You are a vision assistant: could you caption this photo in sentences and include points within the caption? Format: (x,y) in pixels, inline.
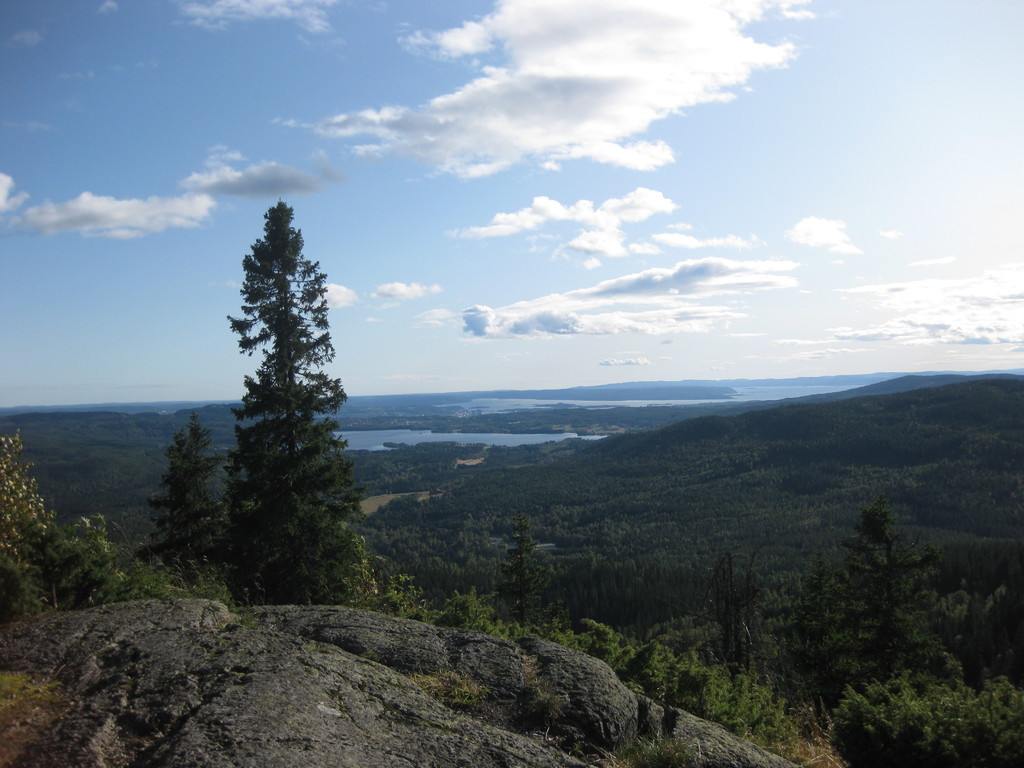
As we can see in the image there are trees (498,583), hill (555,461) and water (523,439). On the top (746,147) there is sky (702,111) and clouds (531,137).
